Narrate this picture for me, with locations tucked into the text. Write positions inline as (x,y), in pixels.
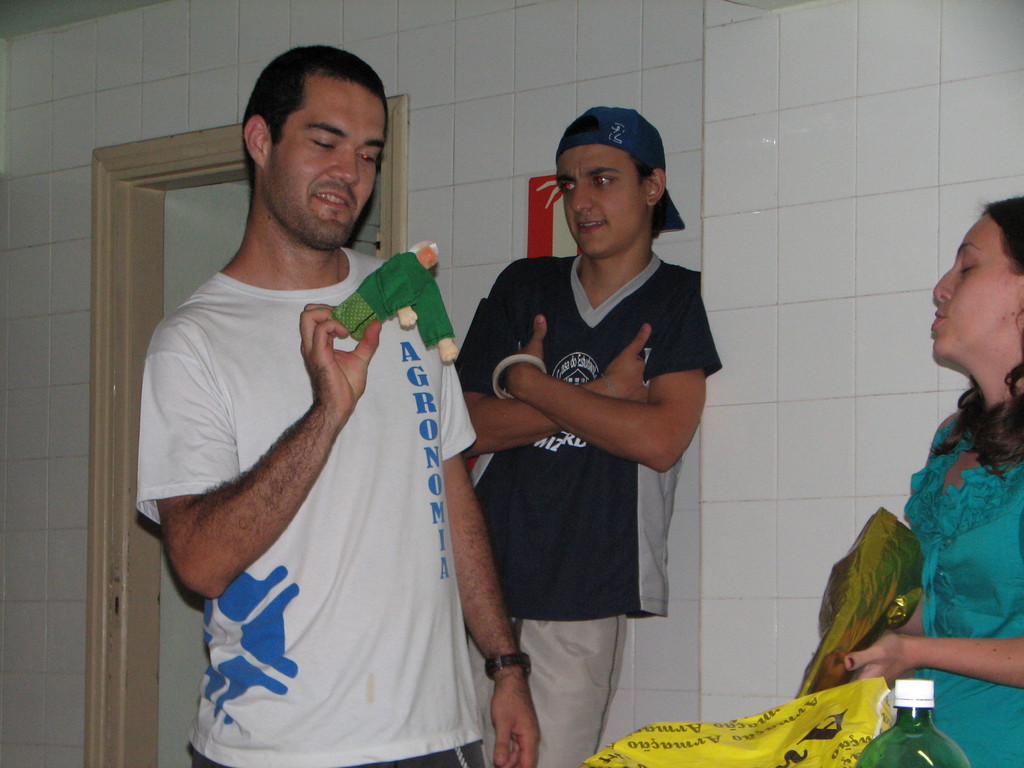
On the left side (279,485) a man (319,482) is standing, he wore white color t-shirt (404,606), in the middle (669,406) a person (614,516) is leaning to the wall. On the right side (988,446) a woman (1015,588) is there, she wore green color dress (989,536).
